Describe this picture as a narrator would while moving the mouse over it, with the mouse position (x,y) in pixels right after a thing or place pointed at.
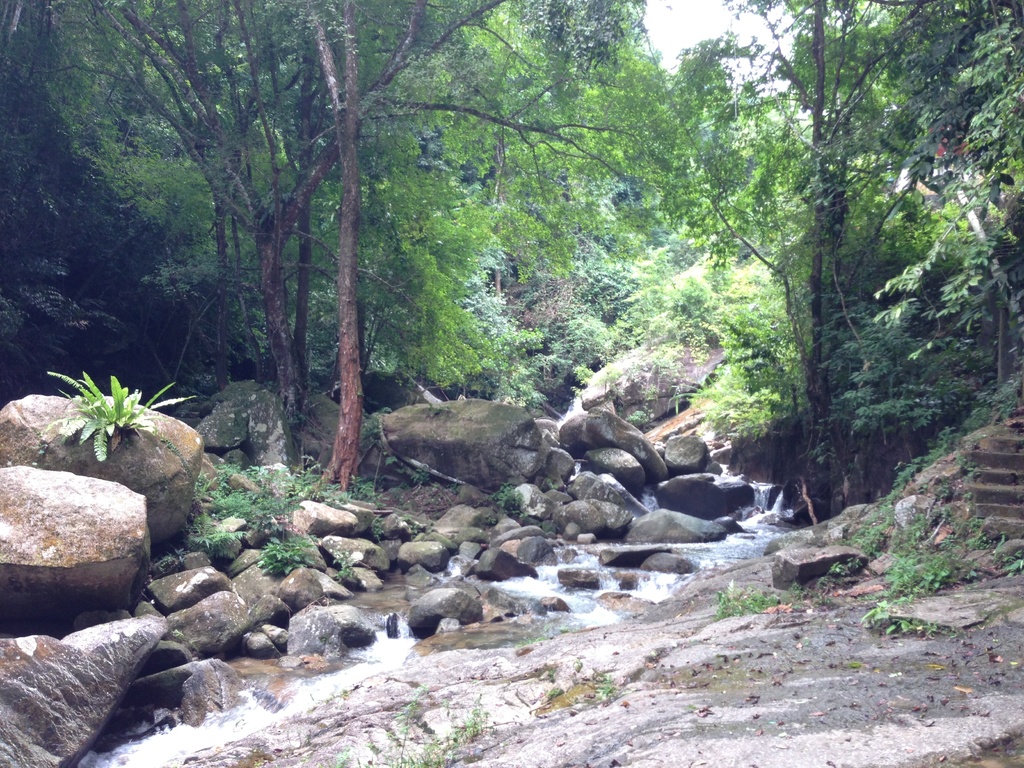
In the picture we can see a forest area (554,319), in that we can see a rock surface (1010,671) and some rocks (334,583) and water (334,676) between the rocks (328,639) and in the background (220,285) we can see plants (729,401) and trees (653,170) and some part of the sky (683,23).
